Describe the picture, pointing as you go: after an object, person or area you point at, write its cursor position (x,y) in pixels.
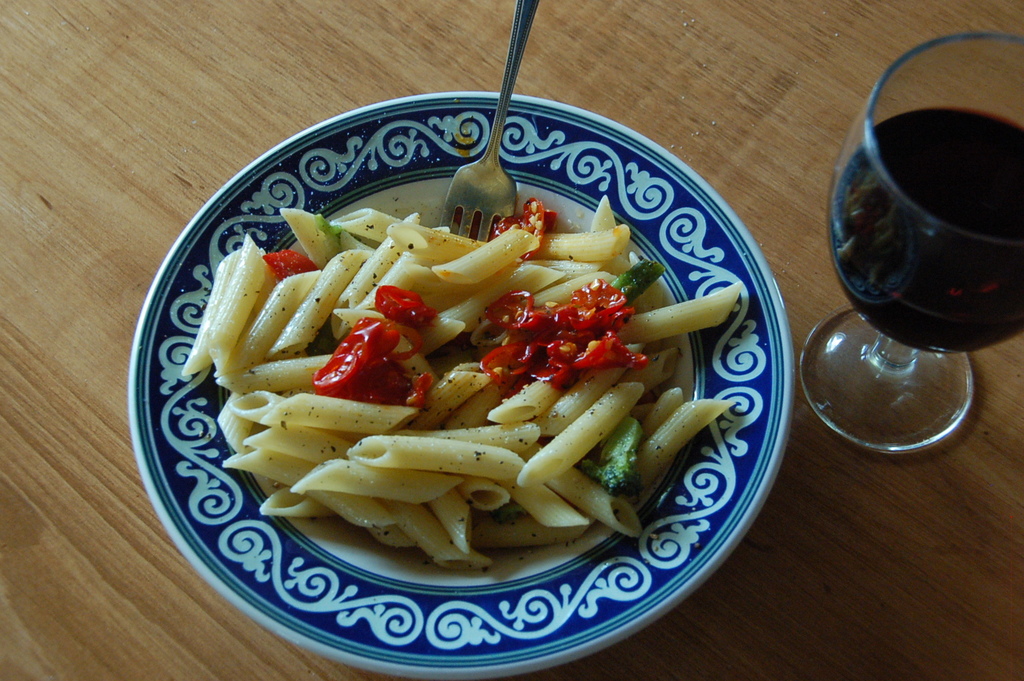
This picture shows pasta (457,417) with some veggies (632,486) in the plate (400,170) and we see a fork (533,5) and a glass (838,321) with some liquid (862,232) in it and we see a table (249,640).
